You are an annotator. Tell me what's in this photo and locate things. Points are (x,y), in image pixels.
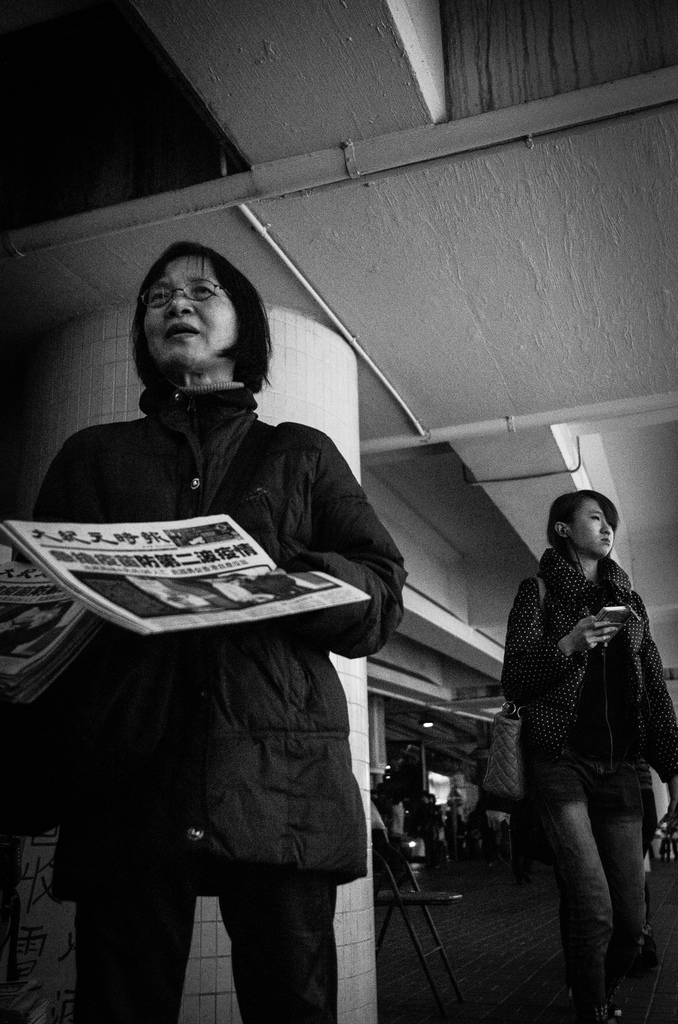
In this image we can see black and white picture of two women (597,685) standing on the ground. One woman (218,504) is holding papers (215,598) in her hands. One woman (571,671) is holding a mobile (608,625) in her hand (608,635). In the background (405,893), we can see a chair (415,938) placed on the ground (421,919), lights (436,784) and some pillars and pipes (395,447).
